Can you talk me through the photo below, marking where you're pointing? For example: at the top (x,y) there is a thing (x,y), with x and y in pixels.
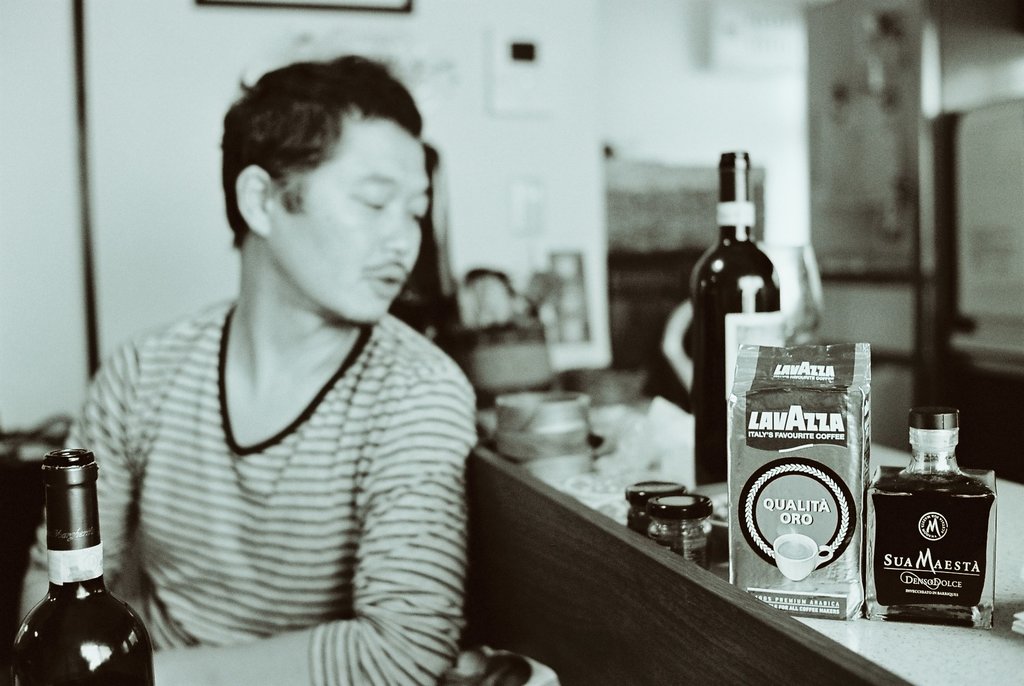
This is a black and white picture. Here we can see a man (321,274) and these are the bottles (96,680).
